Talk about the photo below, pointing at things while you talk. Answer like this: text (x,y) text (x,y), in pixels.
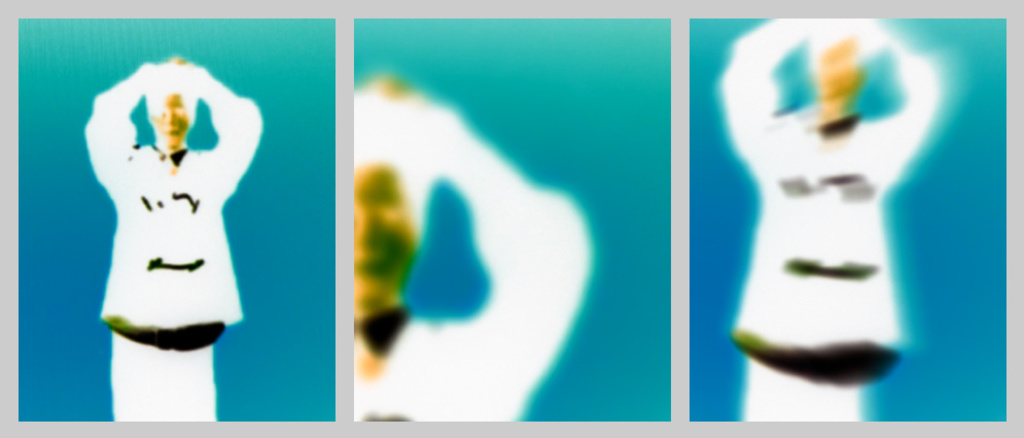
This is a collage picture and in this picture we can see a person (191,71) standing and it is blurry.
